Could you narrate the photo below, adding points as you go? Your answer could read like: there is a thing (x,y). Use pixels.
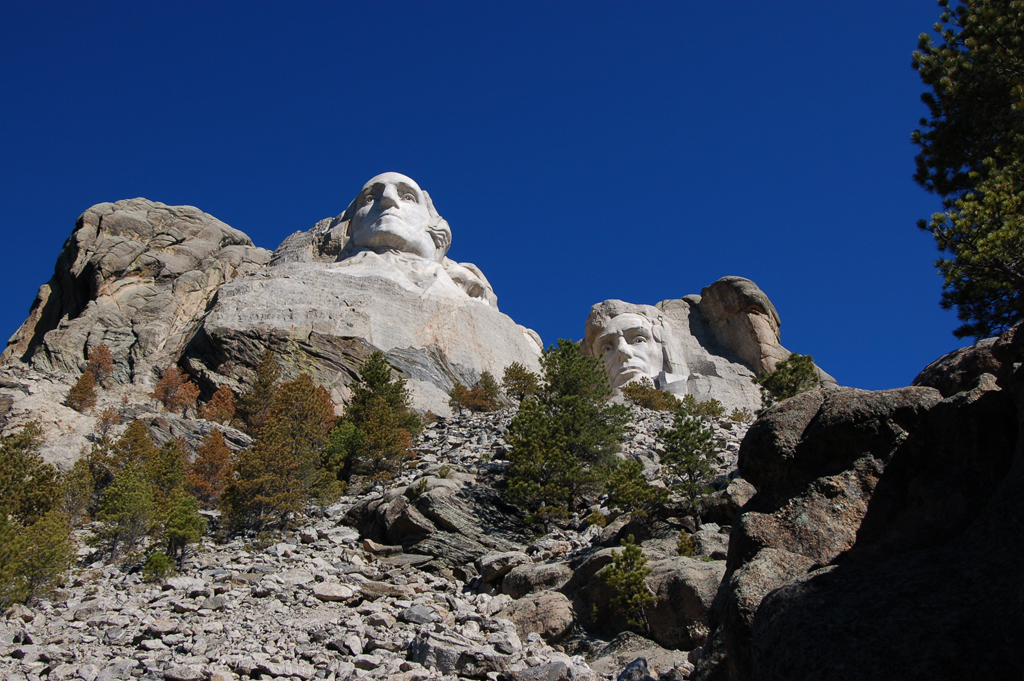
In the image we can see stone sculptures (417,242). These are the stones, big rock (165,330), trees (262,431) and a blue sky (662,197).
